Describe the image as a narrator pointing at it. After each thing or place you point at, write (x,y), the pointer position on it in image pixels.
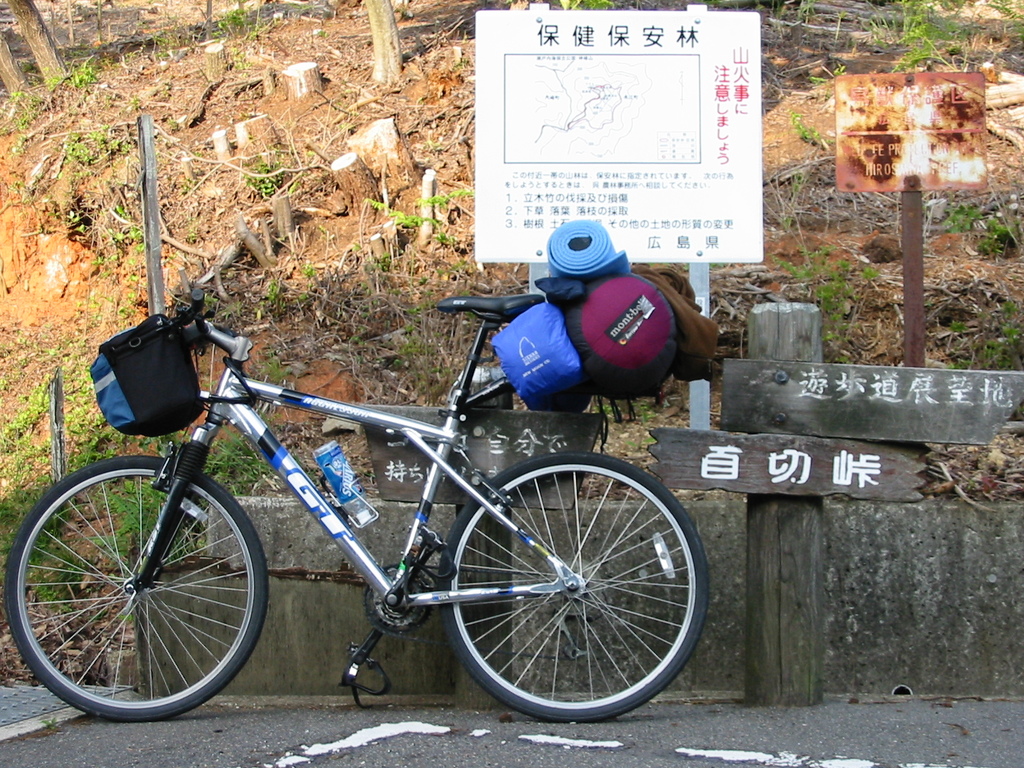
There is a cycle (233,502) with luggage (561,314) and bottle (324,455) on that. Back of the cycle (524,475) there are wooden pole (789,484) with something written on that. Also there are two boards (730,157) with something written on that. There are grasses (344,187) in the back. And there is a small hill (319,116) with trees (385,34) in the back (812,56).
